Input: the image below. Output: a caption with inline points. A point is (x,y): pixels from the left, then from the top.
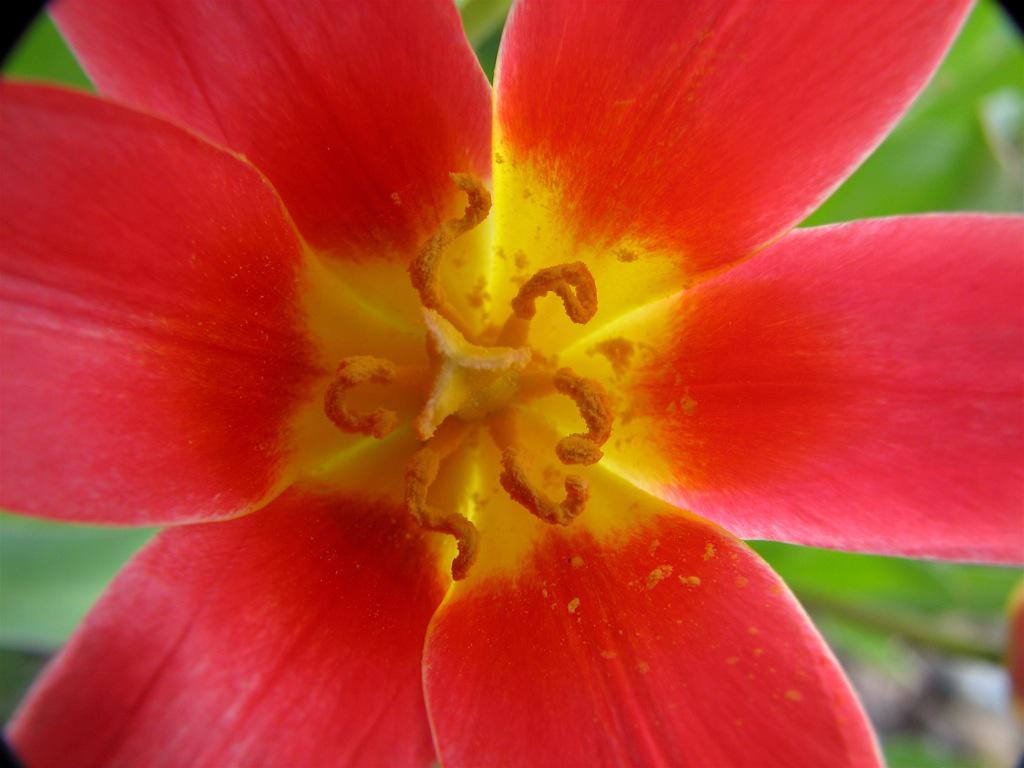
In this I can see a beautiful flower (719,246) with pollen grains (575,383) in yellow color.
